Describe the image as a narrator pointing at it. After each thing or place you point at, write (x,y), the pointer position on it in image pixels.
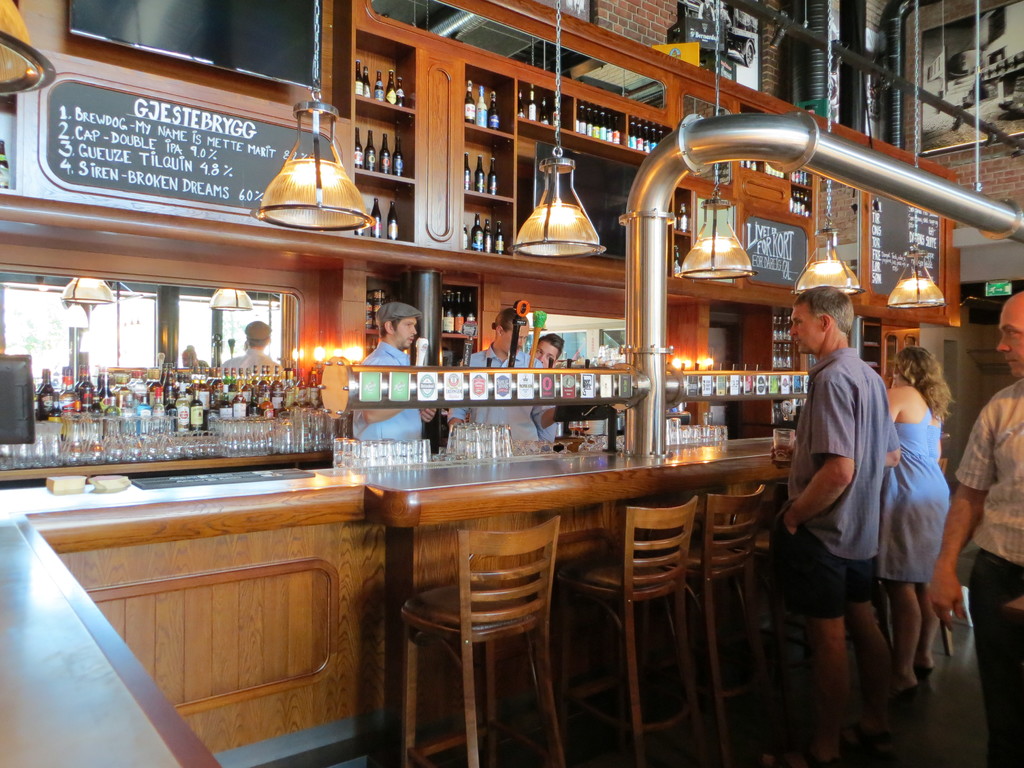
This is an inside view picture. Here we can see bottles (382,160) in cupboards (442,202). these are lights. these are boards (249,171). We can see persons (556,337) standing in front of a table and there are chairs (490,615).
